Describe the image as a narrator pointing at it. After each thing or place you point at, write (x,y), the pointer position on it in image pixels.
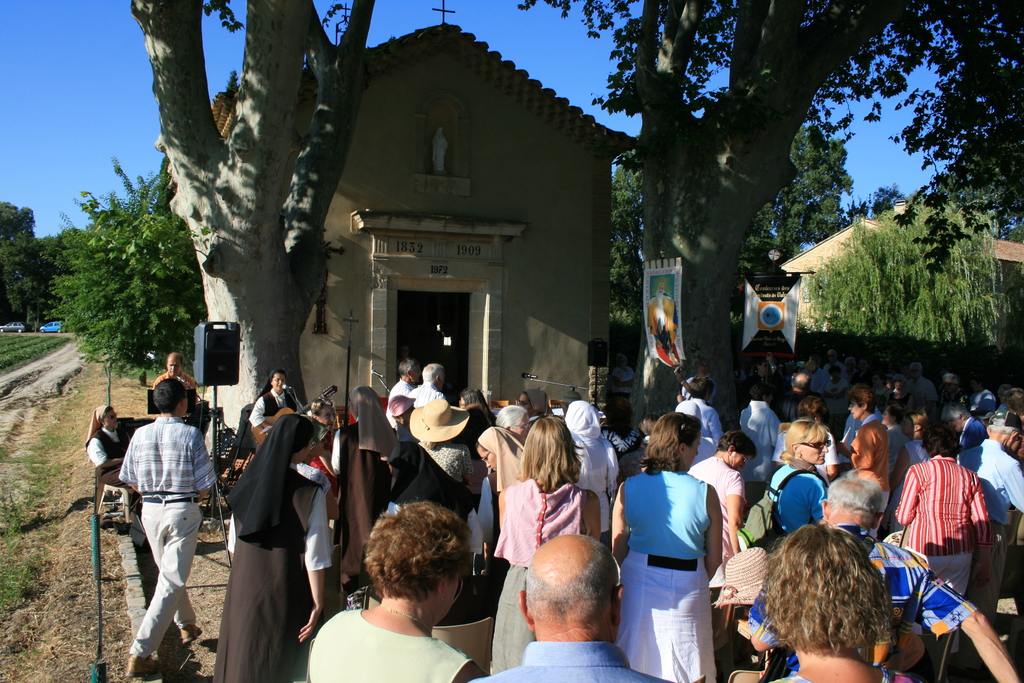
In this image there are many people (712,488) standing. In front of them there are a few people (284,402) sitting and playing music instruments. In front of them there is a house (387,94). There is a sculpture (441,137) on the house (466,146). On the top of the house (456,60) there is a cross (445,8). There are banners (675,303) to a tree (711,213). In the background (131,263) there are trees (131,263) and houses (852,231). To the left (46,376) there is a walkway (32,407). There are cars (47,328) parked in the distance. At the top (95,68) there is the sky (538,41).
